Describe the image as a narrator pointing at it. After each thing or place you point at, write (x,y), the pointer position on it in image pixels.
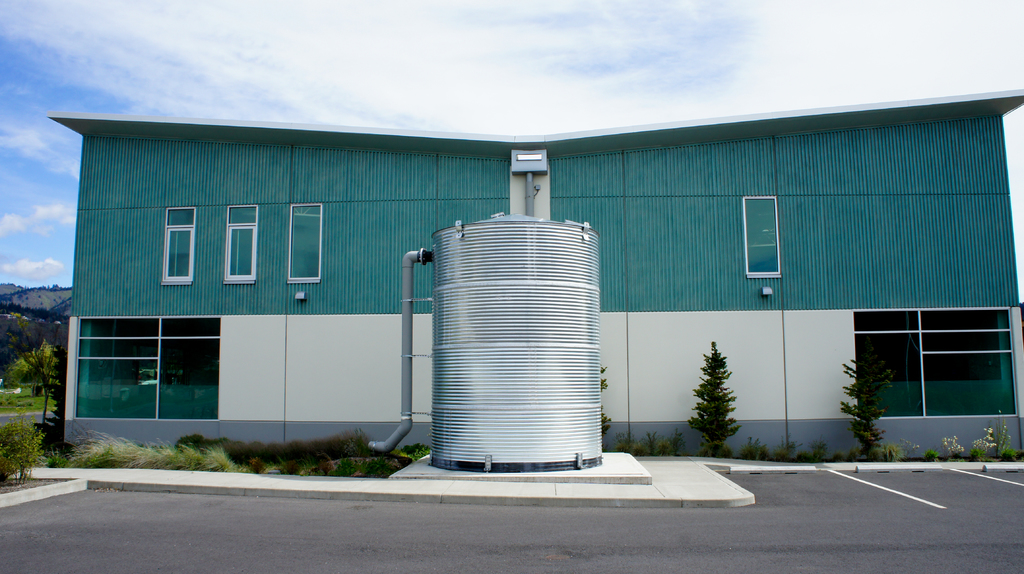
In this image, I can see a building (193,254) with the glass windows (938,343). In front of a building (181,365), I can see the plants (156,452), trees (698,427) and a storage tank (594,430) with a pipe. At the bottom of the image (341,571), this is a pathway (454,540). In the background (301,107), there are hills (20,338) and the sky (298,89).
